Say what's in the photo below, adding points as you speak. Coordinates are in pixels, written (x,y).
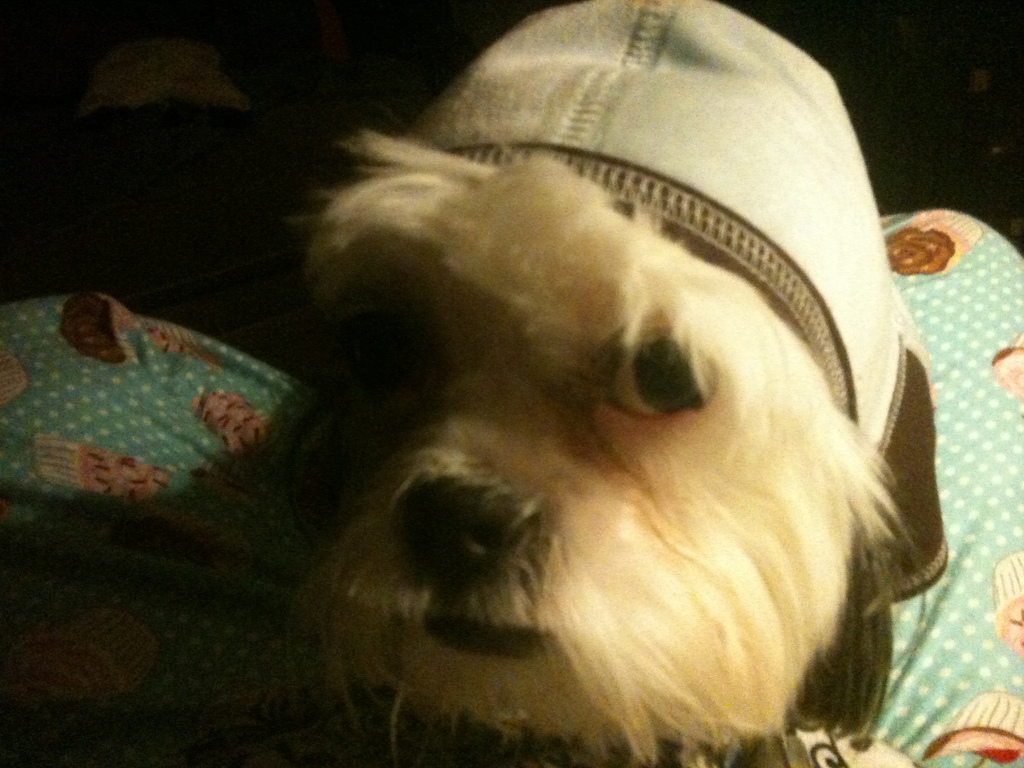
In this image we can see a dog (620,319) wearing a cap (699,149). At the bottom of the image (106,557) there is cloth (179,475).
